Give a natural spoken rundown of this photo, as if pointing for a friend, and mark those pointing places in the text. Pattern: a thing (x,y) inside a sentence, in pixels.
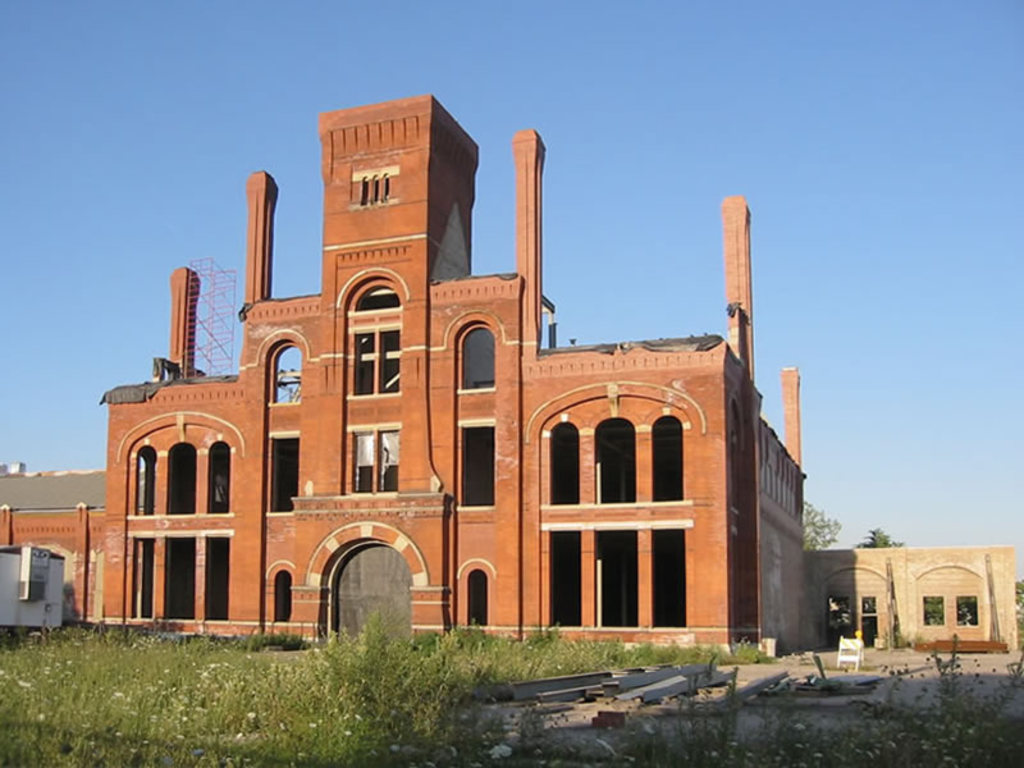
In this picture I can see there is a building (466,495) and it is under construction and there is some grass (529,672) on the floor (384,693) and the sky (780,227) is clear.
